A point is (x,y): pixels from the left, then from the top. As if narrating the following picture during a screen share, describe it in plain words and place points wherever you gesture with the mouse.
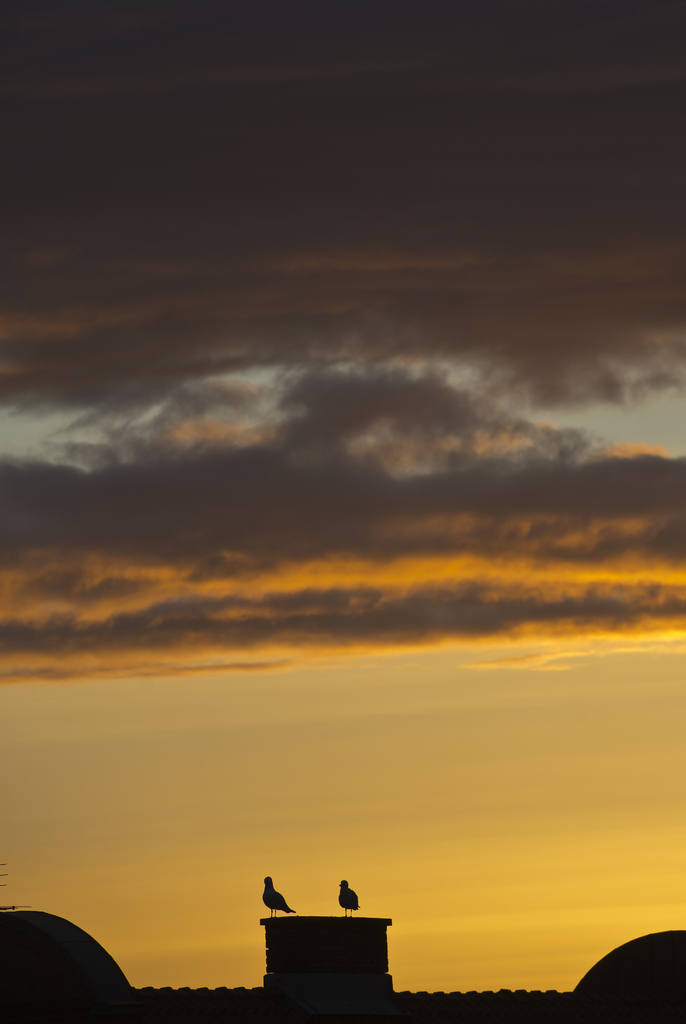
In this image there are two birds (346,915) on the wall (359,930) of a building (39,956). In the background (446,386) there is the sky (446,386).
